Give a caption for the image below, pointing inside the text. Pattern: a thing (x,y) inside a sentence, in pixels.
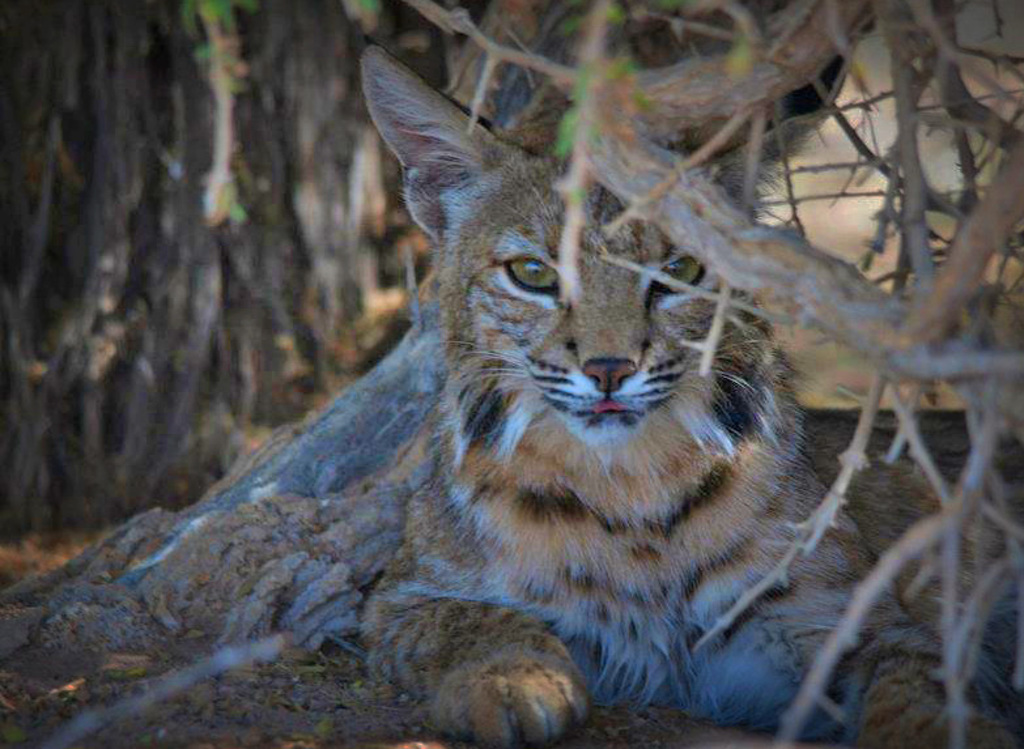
In this image we can see bobcat (608,447). Also there are stems (778,97). In the background (350,191) it is blur.
